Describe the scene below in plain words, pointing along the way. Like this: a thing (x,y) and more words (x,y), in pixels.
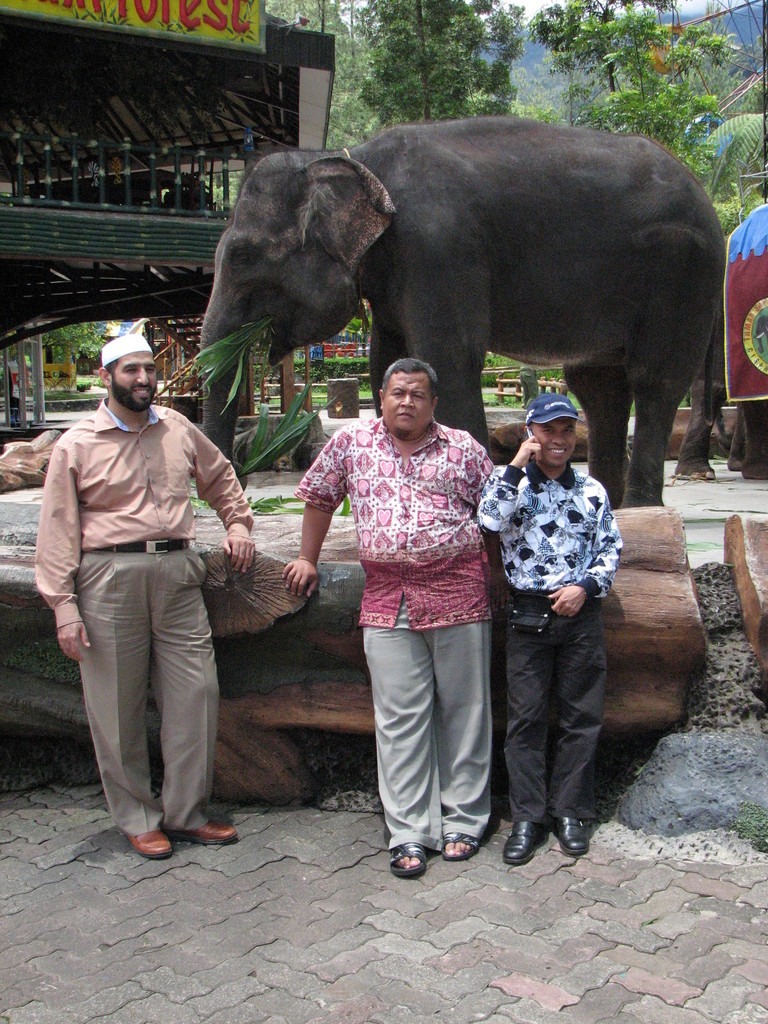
In the image there are three people (558,643) standing and posing for the photo, behind them there is an elephant (246,268) grazing the grass (259,336), behind the elephant (253,204) there is a building (200,59) and a lot of trees (418,63).
